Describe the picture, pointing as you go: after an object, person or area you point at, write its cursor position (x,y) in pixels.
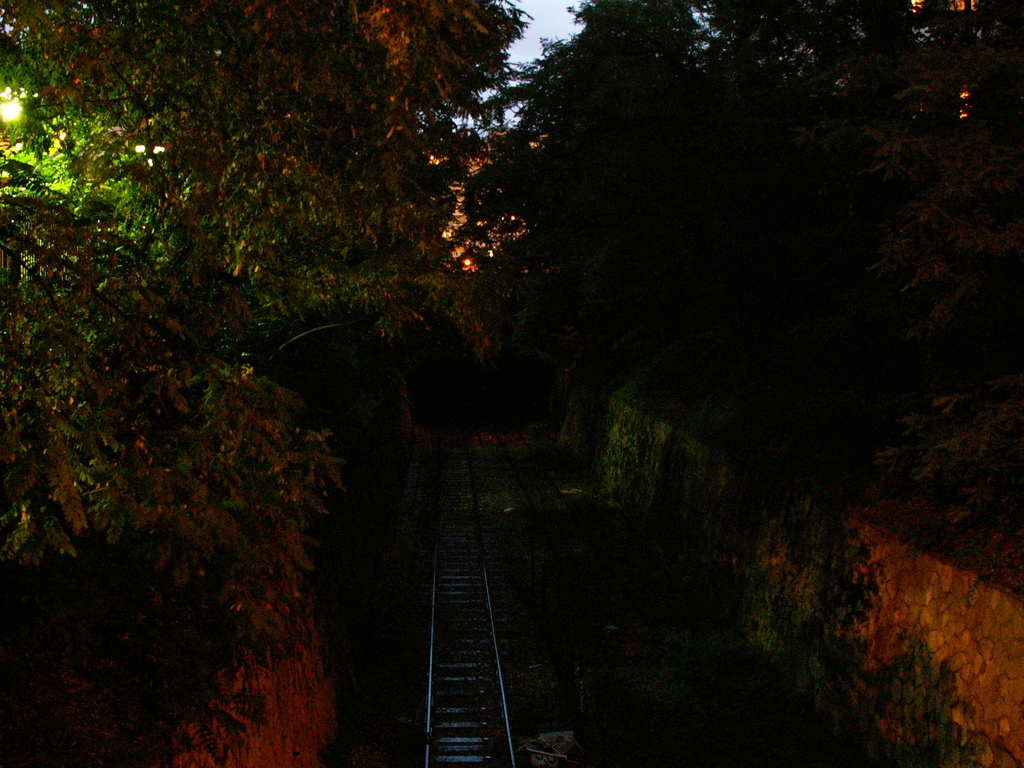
In this image there are trees (381,215) and we can see walls (252,674). At the bottom (434,745) there is a railway track (454,631). In the background (547,13) there is sky (543,28). we can see lights (18,116).
